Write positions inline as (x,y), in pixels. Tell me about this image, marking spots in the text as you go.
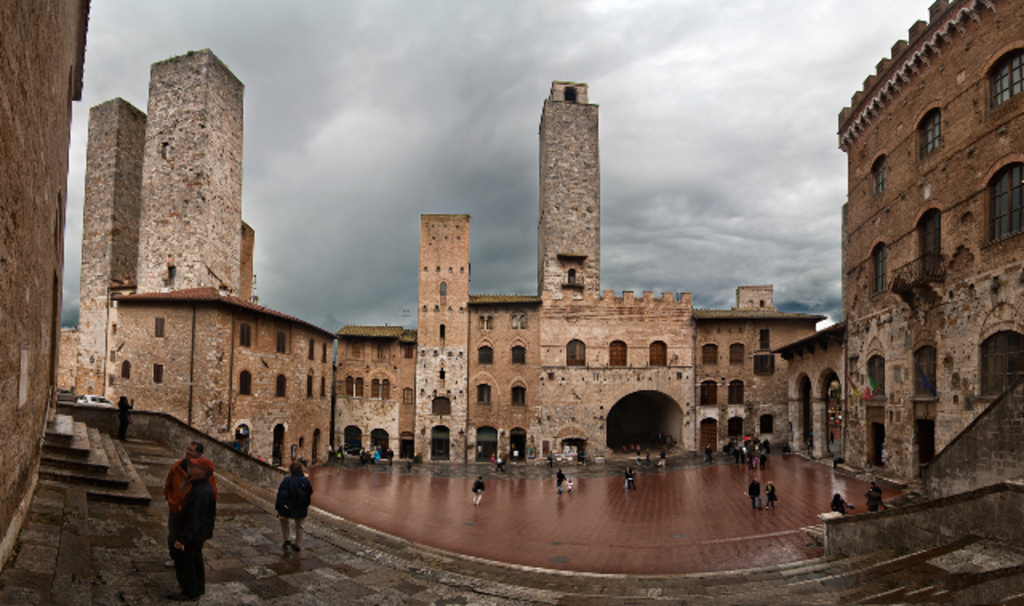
In this image there are people (708,459) standing on a floor (568,462), in the background (573,338) there are buildings (256,336) and cloudy sky (393,87).
